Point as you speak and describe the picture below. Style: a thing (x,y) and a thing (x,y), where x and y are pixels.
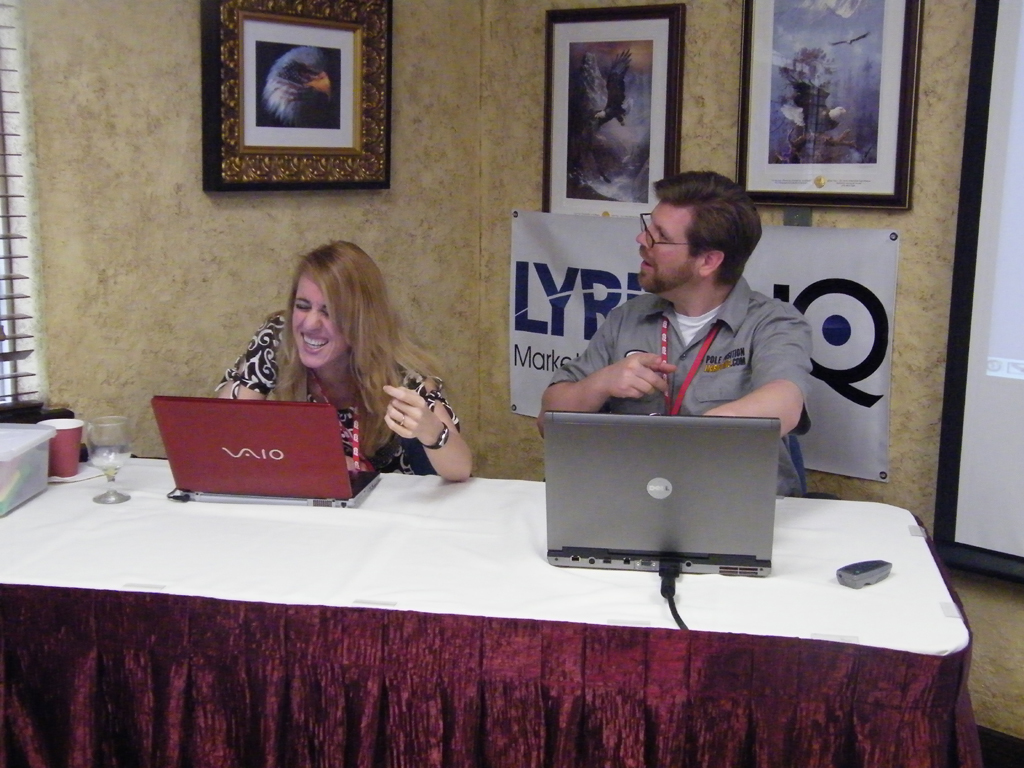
in this image i can see a table (509,554) which has two laptops (656,509) on it. there are two people (645,392) operating the laptop (647,472). behind them there is a banner (522,293) and three photo frames (293,87) on the wall (499,165).
